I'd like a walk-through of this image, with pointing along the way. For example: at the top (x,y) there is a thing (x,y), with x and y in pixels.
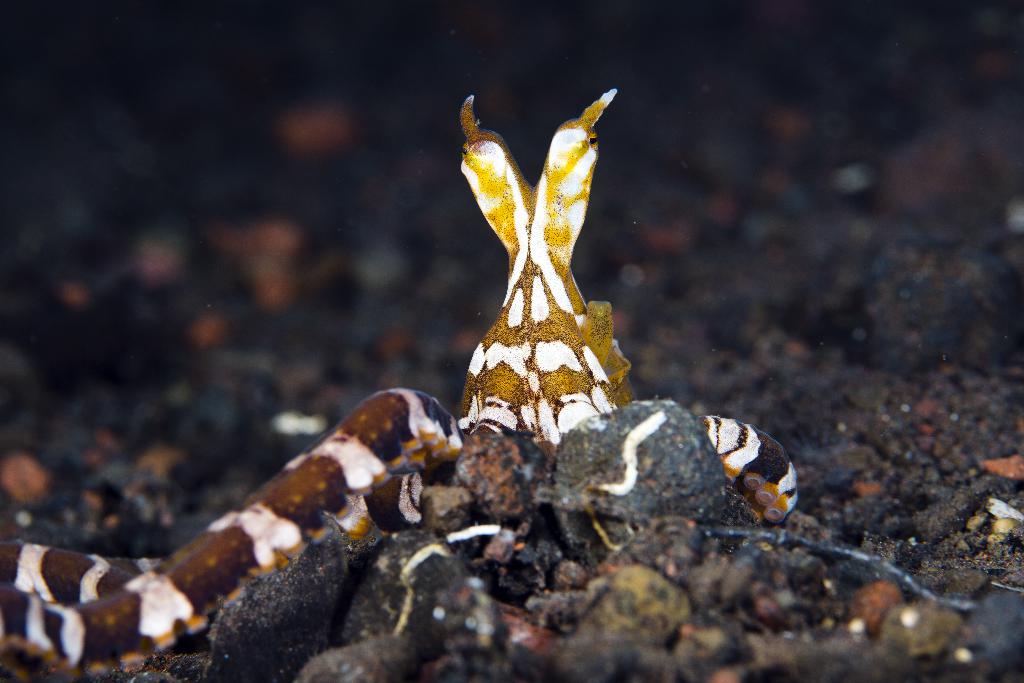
In this image we can see the octopus (523,349). We can also see the stones (754,604) and also the soil (963,410).
